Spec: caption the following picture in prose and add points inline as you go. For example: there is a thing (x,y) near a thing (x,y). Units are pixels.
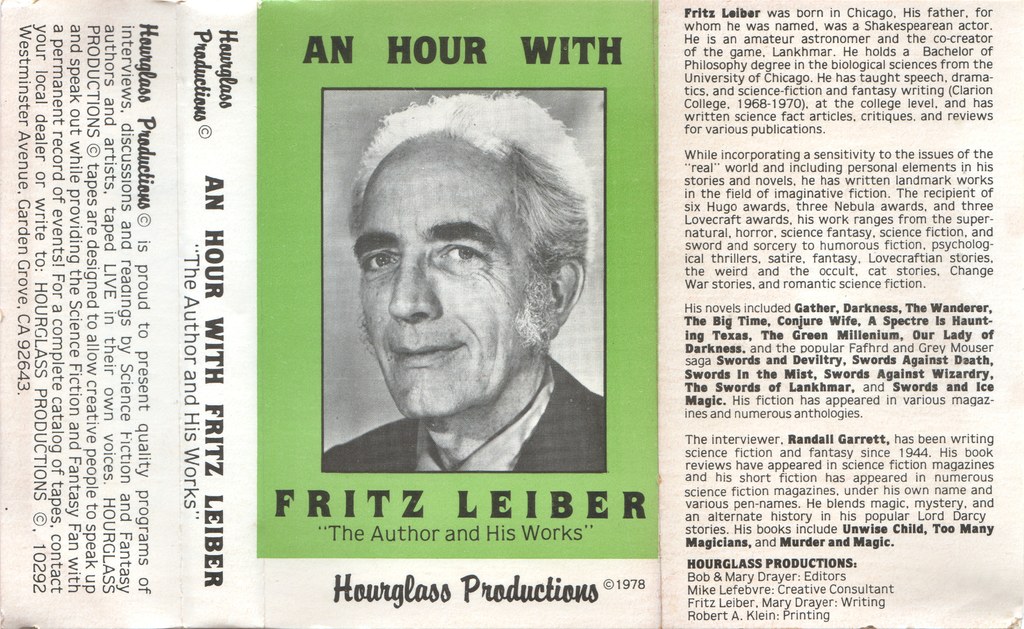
In this image there is one paper (746,196) and on the paper (488,179) there is one person's face (449,189) is visible. And on the right side (744,373) and left side of the image (36,184) there is text (744,373), and at the top (319,33) and bottom there is text (602,592).
